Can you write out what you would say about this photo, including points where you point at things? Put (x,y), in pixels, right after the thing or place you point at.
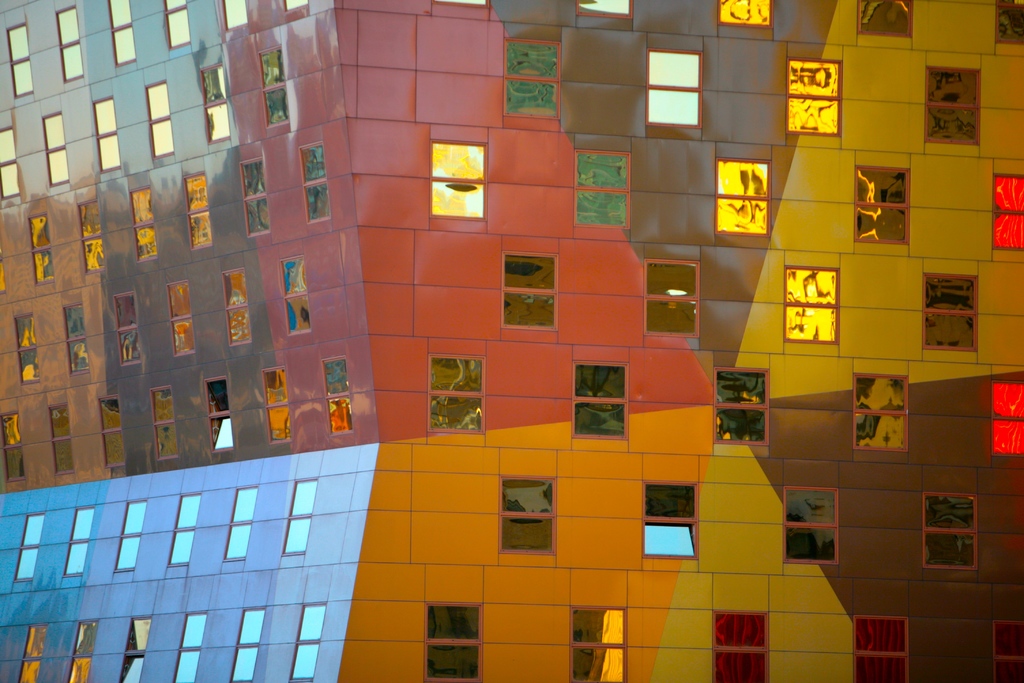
In this picture we can see a building (866,394) and glass windows (677,123).
